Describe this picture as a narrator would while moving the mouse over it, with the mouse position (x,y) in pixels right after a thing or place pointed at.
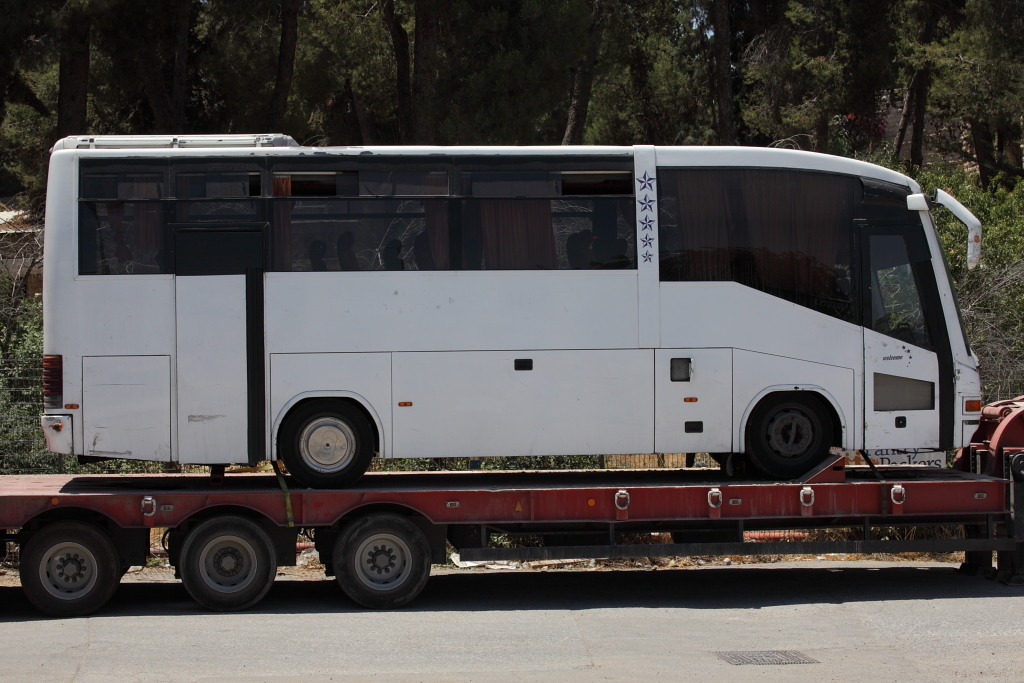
In the background (834,18) we can see the trees (753,94). In this picture we can see a bus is placed on the platform (775,496) of a vehicle (776,492). At the bottom portion of the picture (354,640) we can see the road (29,649).
